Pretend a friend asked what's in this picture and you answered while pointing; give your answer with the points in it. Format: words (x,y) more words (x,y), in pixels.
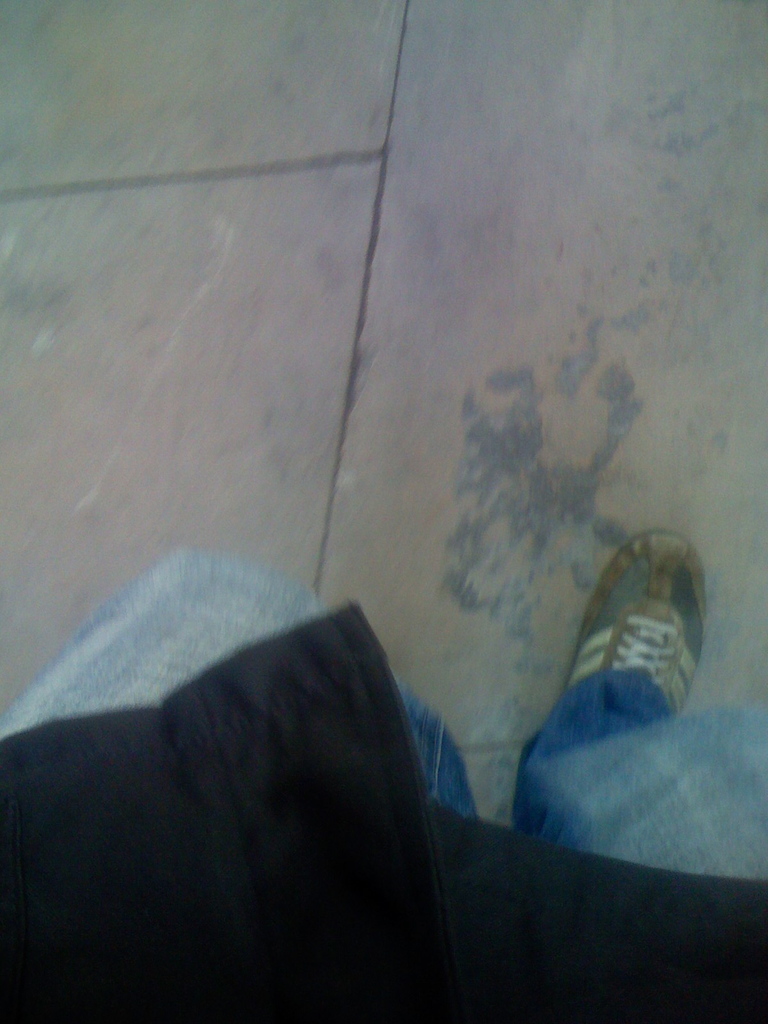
In this picture I can see a human (702,733) and I can see floor (337,298).
